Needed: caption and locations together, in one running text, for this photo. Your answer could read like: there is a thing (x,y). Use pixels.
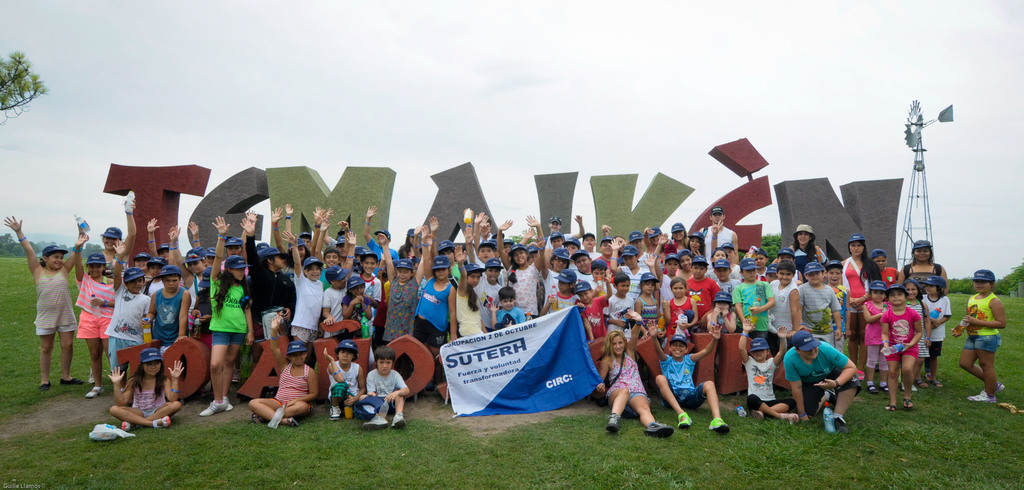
This is an outside view. Here I can see few children (442,305) are standing, raising their hands (319,229) up and giving pose for the picture. Few children (475,323) are holding a banner (495,345). I can see the grass (439,482) on the ground (594,480). On the right side (916,185) there is a pole (918,148) and on the left side (16,114) there are some trees (9,245). At the top of the image (363,63) I can see the sky (342,54). At the back of these children (255,271) there are some blocks (390,196).
